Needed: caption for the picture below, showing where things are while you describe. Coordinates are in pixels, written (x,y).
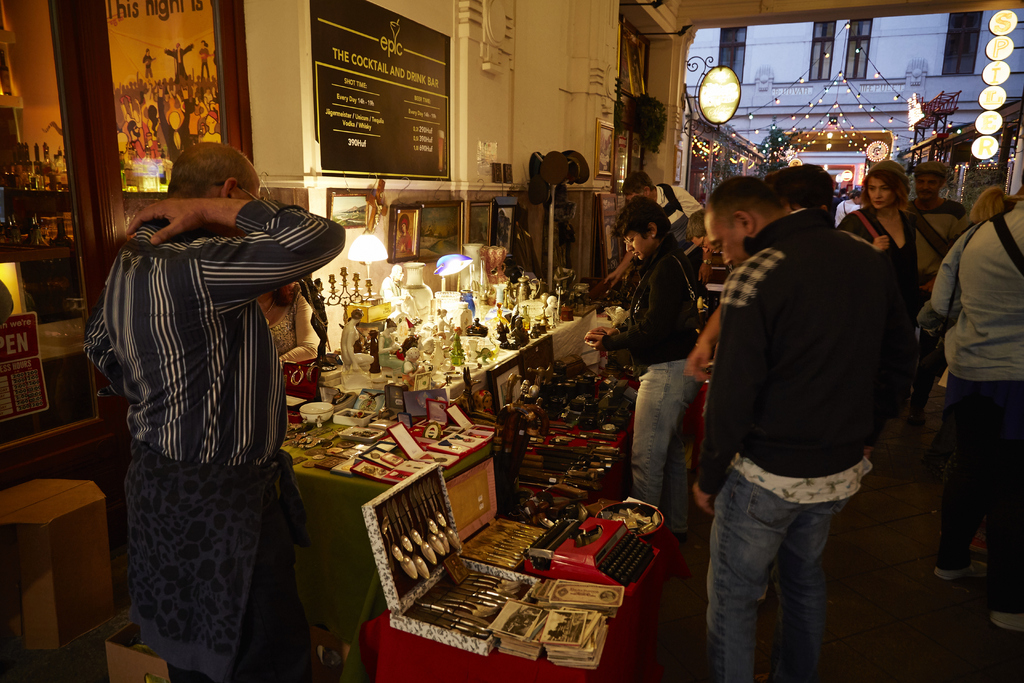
In this image we can see some persons (759,317) doing shopping, at the left side of the image (323,306) there are some objects (479,288) and paintings (437,210) attached to the wall (493,183) and at the background of the image (825,114) there are some lights (729,94) and buildings (778,97).
